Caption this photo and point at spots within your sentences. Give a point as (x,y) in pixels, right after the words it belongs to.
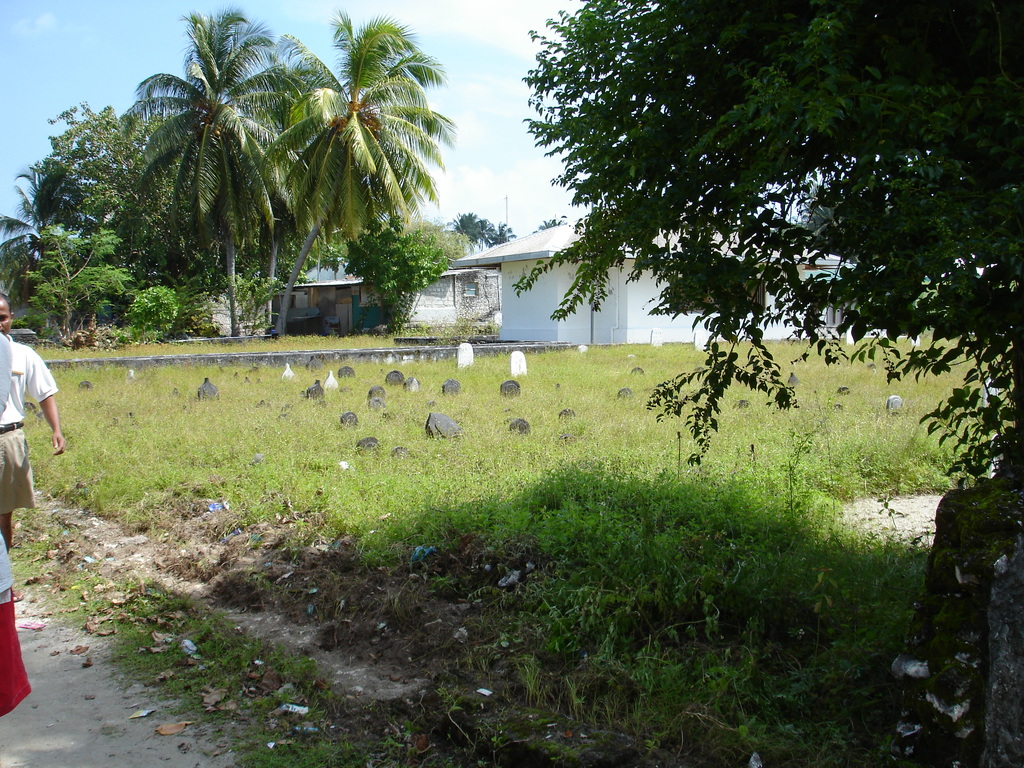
This picture is clicked outside. On the left corner (17,415) there is a person (13,432) seems to be walking on the ground (27,594). In the center (487,436) we can see the plants (687,538), green grass (685,463) and trees (344,225). There are some objects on the ground (601,369). In the background (442,4) there is a sky (513,105), trees (253,315) and the buildings (608,309).
